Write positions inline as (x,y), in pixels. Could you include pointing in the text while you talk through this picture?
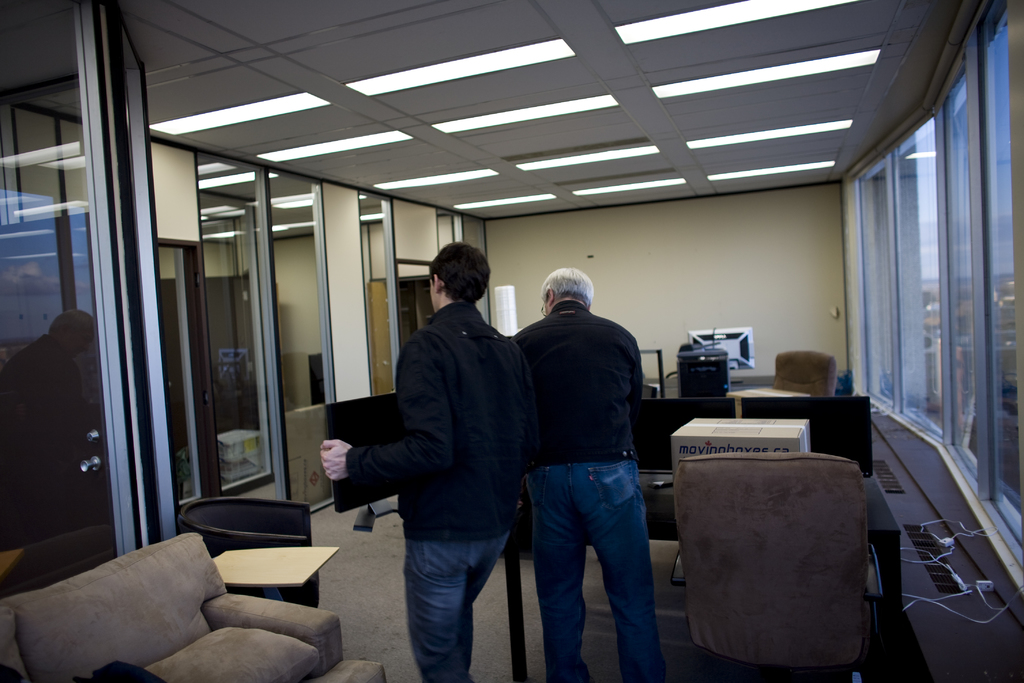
In the picture we can see a room (391,555) with two men (422,532) are standing near to each other and one man (422,532) is holding monitor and one man (576,556) is doing some work on the table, and on the table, we can see a box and near it, we can see a chair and near to them, we can see a sofa (4,639) and on the either sides of the room (379,44) we can see glass walls (67,223) and to the ceiling (263,90) we can see the lights (182,120).
